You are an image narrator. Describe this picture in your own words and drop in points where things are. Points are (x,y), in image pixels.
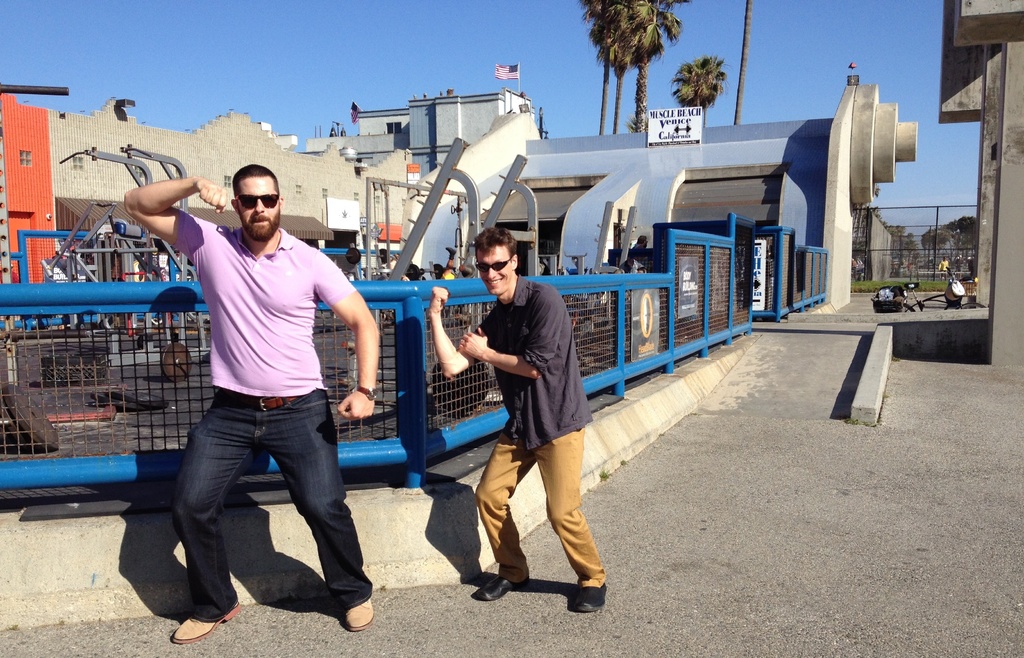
In this image in the front (274,310) there are persons (275,309) standing and smiling. In the center (472,401) there is a fence (465,326). In the background (667,195) there are machines (123,270) and there are buildings (838,249), there's grass (854,286) on the ground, there are pillars (830,196) and there is a flag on the top of the building (481,113), there are trees (690,77) and there is a board (681,124) with some text (697,117) written on it.
